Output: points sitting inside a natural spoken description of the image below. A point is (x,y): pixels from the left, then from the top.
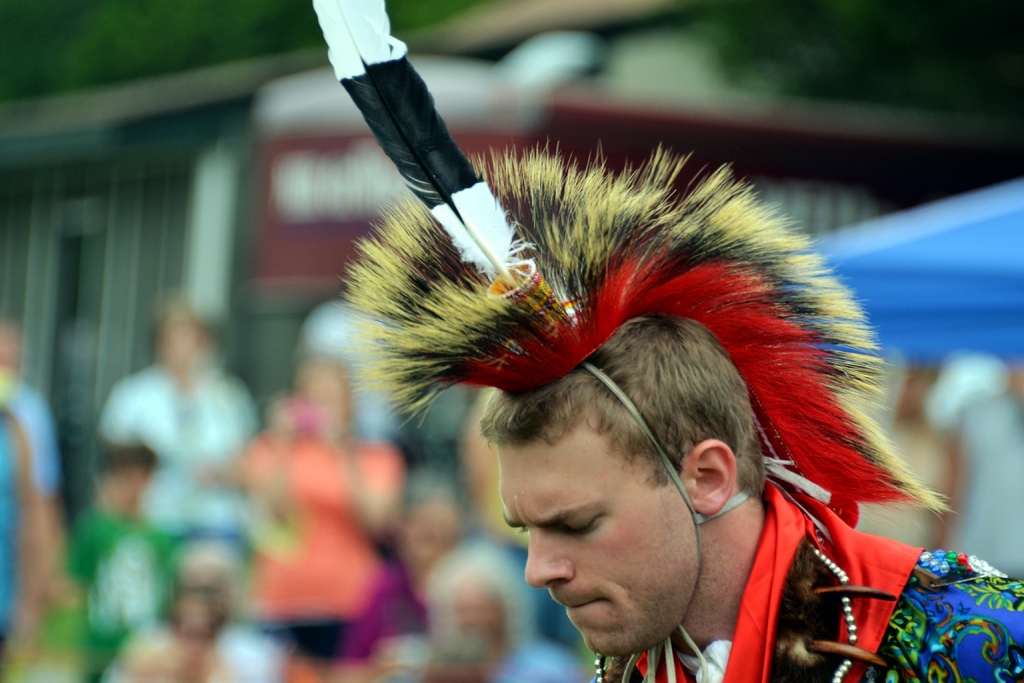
On the right side (995,638), there is a person (1006,649) in a dress (995,638). And the background (43,664) is blurred.
